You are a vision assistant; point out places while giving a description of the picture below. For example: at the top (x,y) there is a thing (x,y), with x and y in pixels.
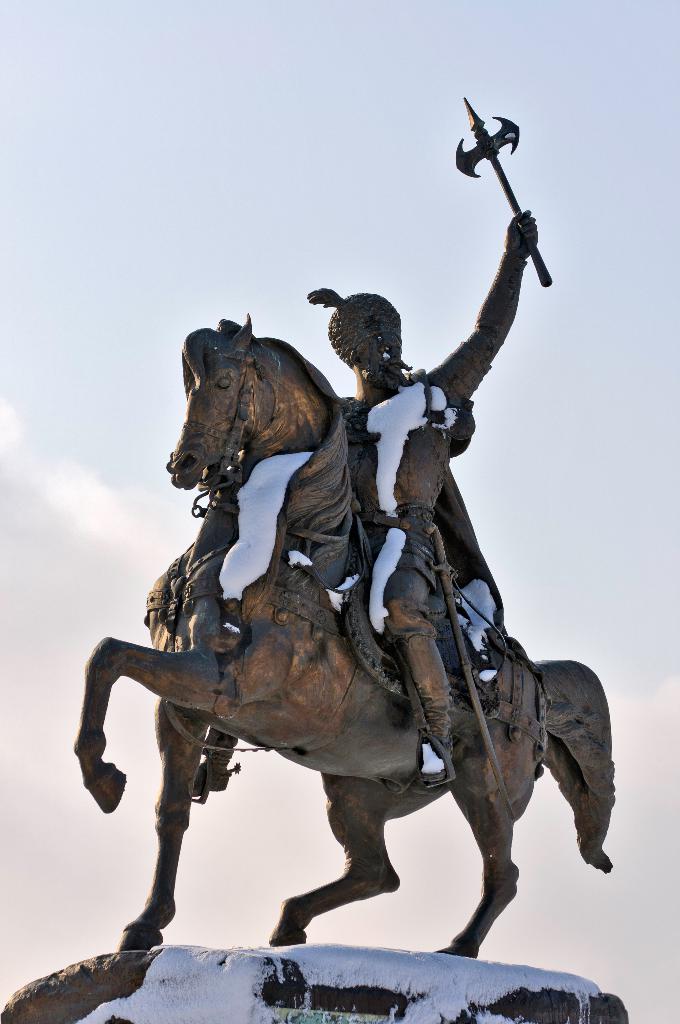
In this image we can see statue (427,483) of a person (357,410) on the horse (129,927) which is on a pedestal (135,989). In the background (242,24) there is sky (565,337).
